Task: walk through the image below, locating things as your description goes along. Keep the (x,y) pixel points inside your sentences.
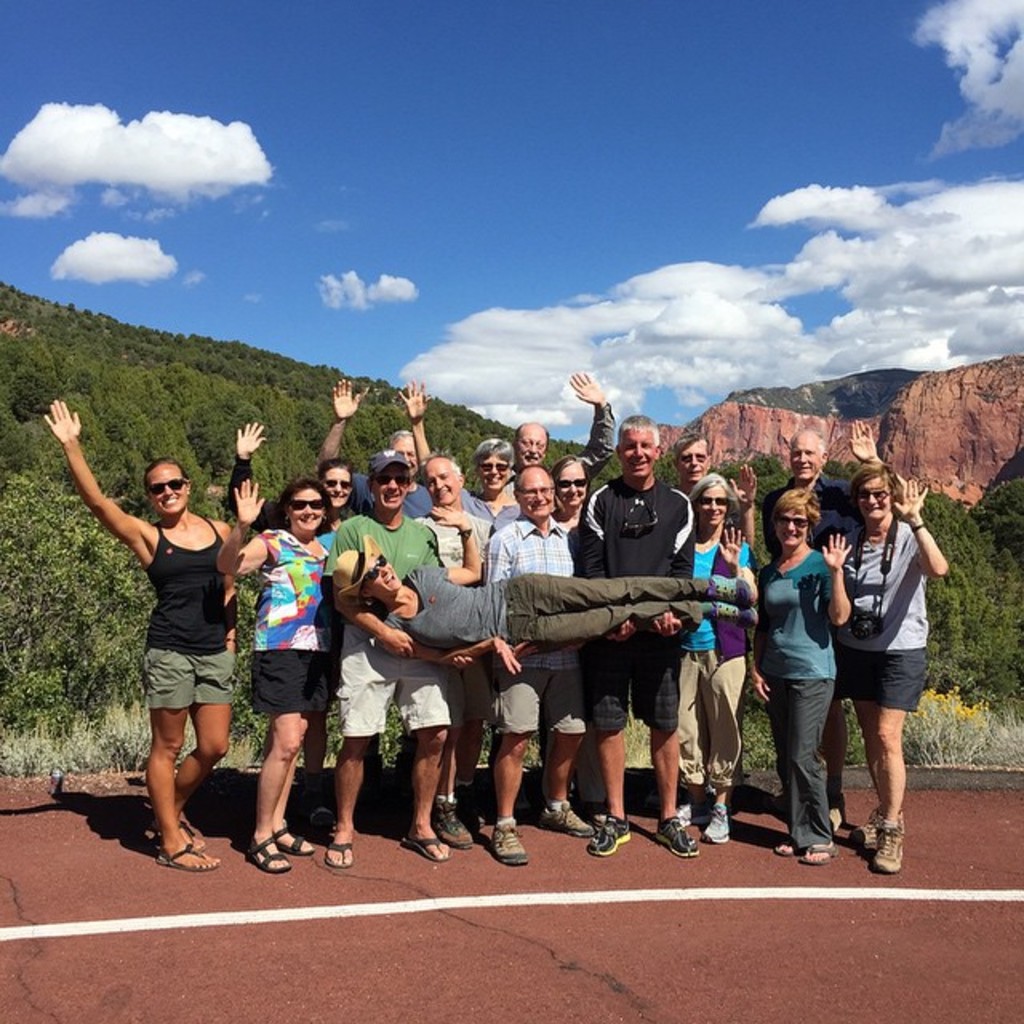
In this picture we can see a group of people (449,780) standing on the ground (446,902) and smiling where some of them are holding a person (449,607) with their hands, caps (355,570), goggles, trees (124,458), mountains (981,388) and in the background (571,298) we can see the sky (377,289) with clouds (807,187).
